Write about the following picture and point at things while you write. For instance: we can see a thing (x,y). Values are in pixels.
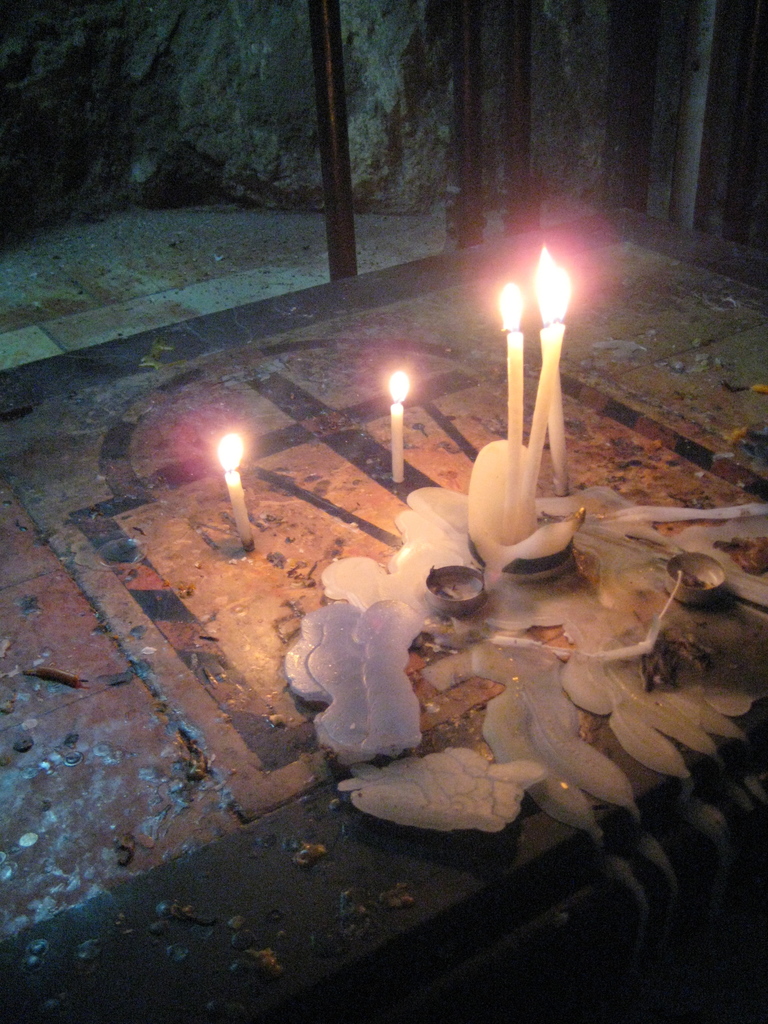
In this image there are candles (559,483) on a floor (218,698), in the background (352,240) there are iron rods (635,188).
